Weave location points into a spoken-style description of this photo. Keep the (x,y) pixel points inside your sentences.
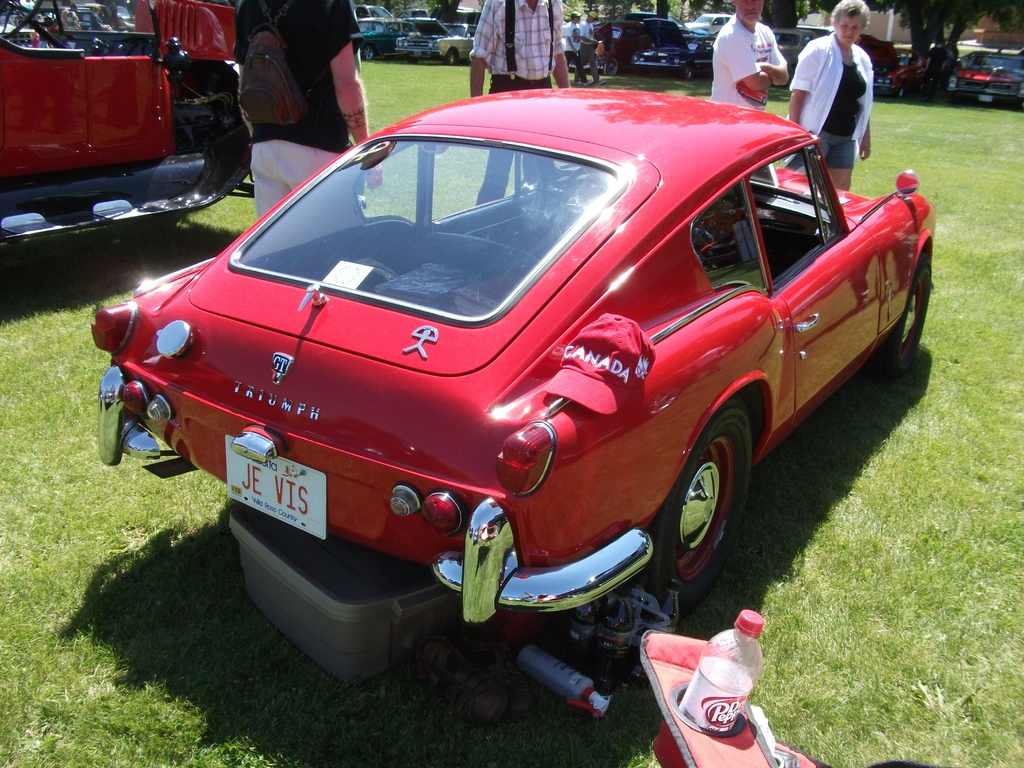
In the image there are different cars (496,224) kept on the ground (186,549) and in front of the first car (546,309) few people (307,52) were standing and beside that car (587,584) there are some objects (416,650) kept on the grass (237,650).
